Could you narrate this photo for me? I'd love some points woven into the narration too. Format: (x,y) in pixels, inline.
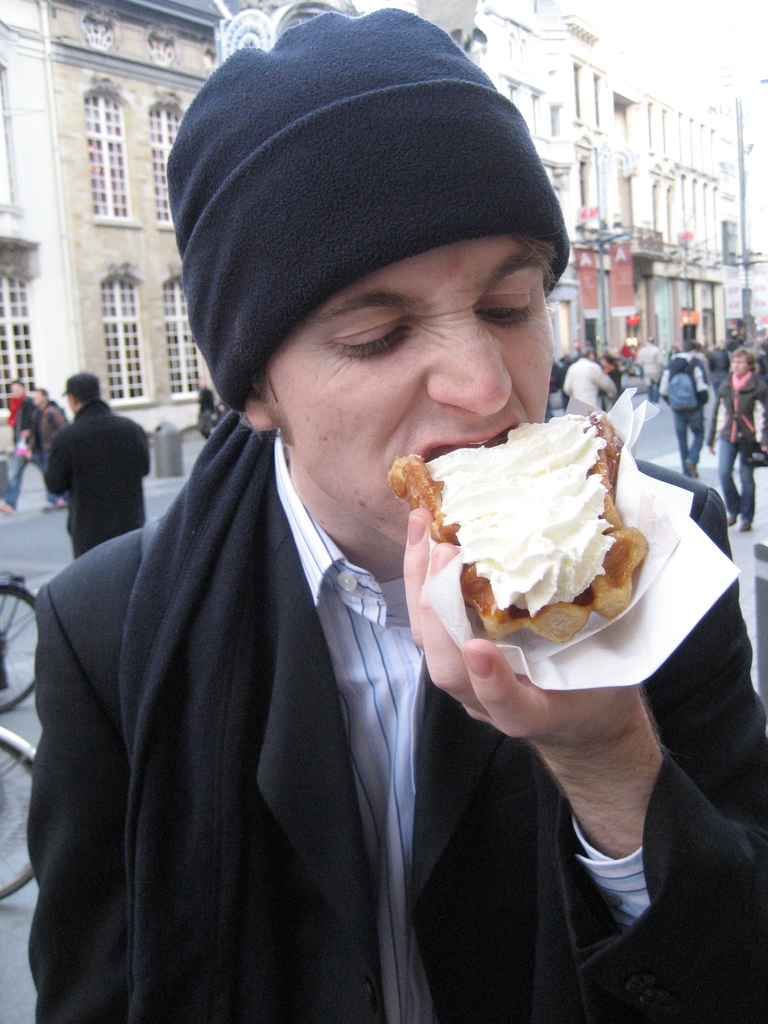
In this image there is a man (378,464) standing towards the bottom of the image (437,786), he is holding an object (592,592), there are a group of persons (670,375) walking on the road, there are bicycle wheels (16,745) towards the left of the image (6,760), there is a pole (605,297), there are buildings (567,128), there are windows (109,167).
